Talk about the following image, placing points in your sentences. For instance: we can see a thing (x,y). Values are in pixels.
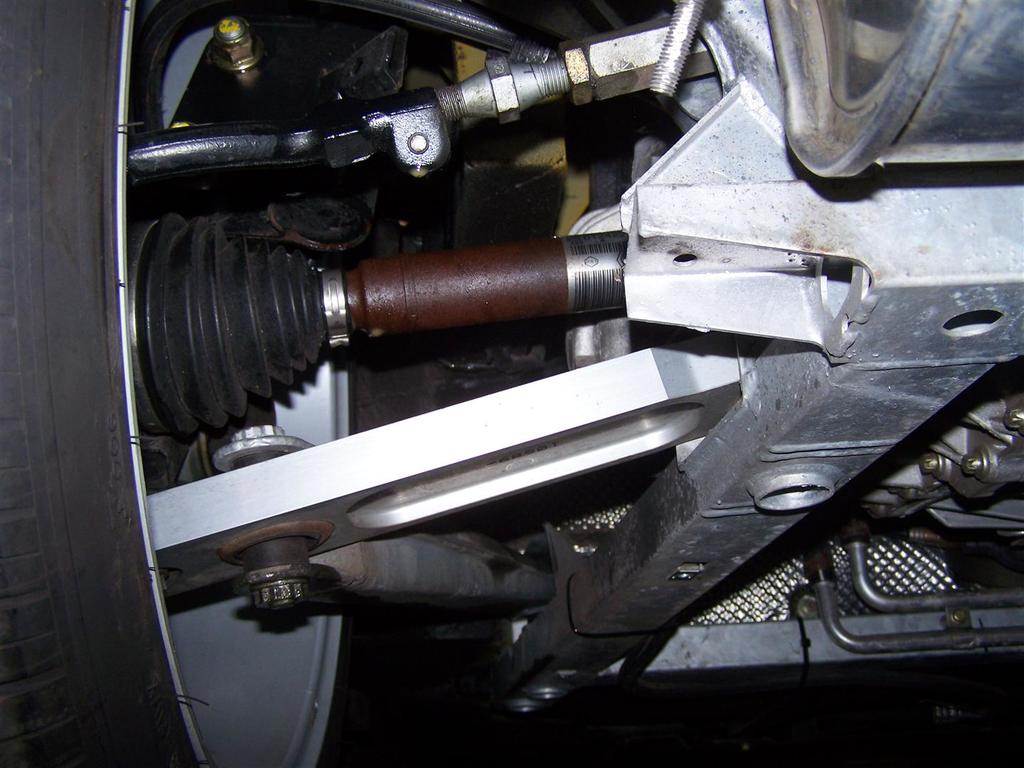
In the image we can see the machinery object (476,317) and the tire (93,552).
